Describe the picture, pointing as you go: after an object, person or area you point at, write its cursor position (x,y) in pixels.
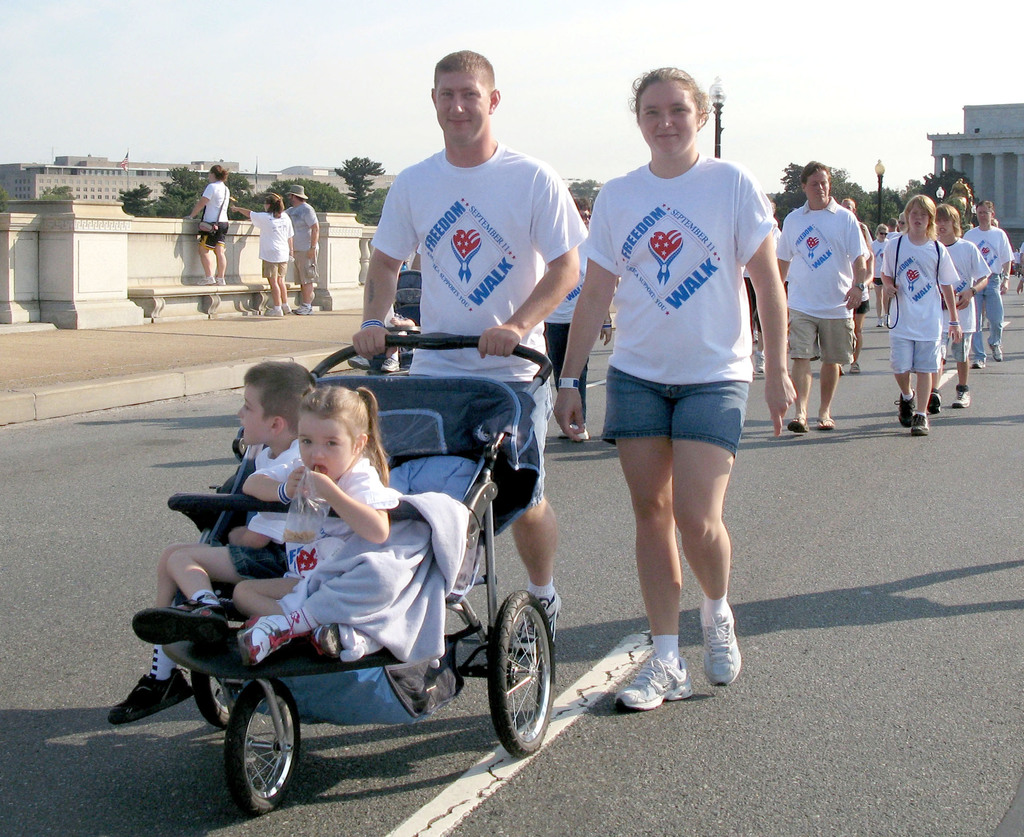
In this picture I can see a boy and a girl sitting on the stroller (366,542). There are group of people (845,355) standing and there is a person (203,282) standing on the bench (139,298), and in the background (34,29) there are buildings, trees (796,163), lights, poles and the sky (628,89).
